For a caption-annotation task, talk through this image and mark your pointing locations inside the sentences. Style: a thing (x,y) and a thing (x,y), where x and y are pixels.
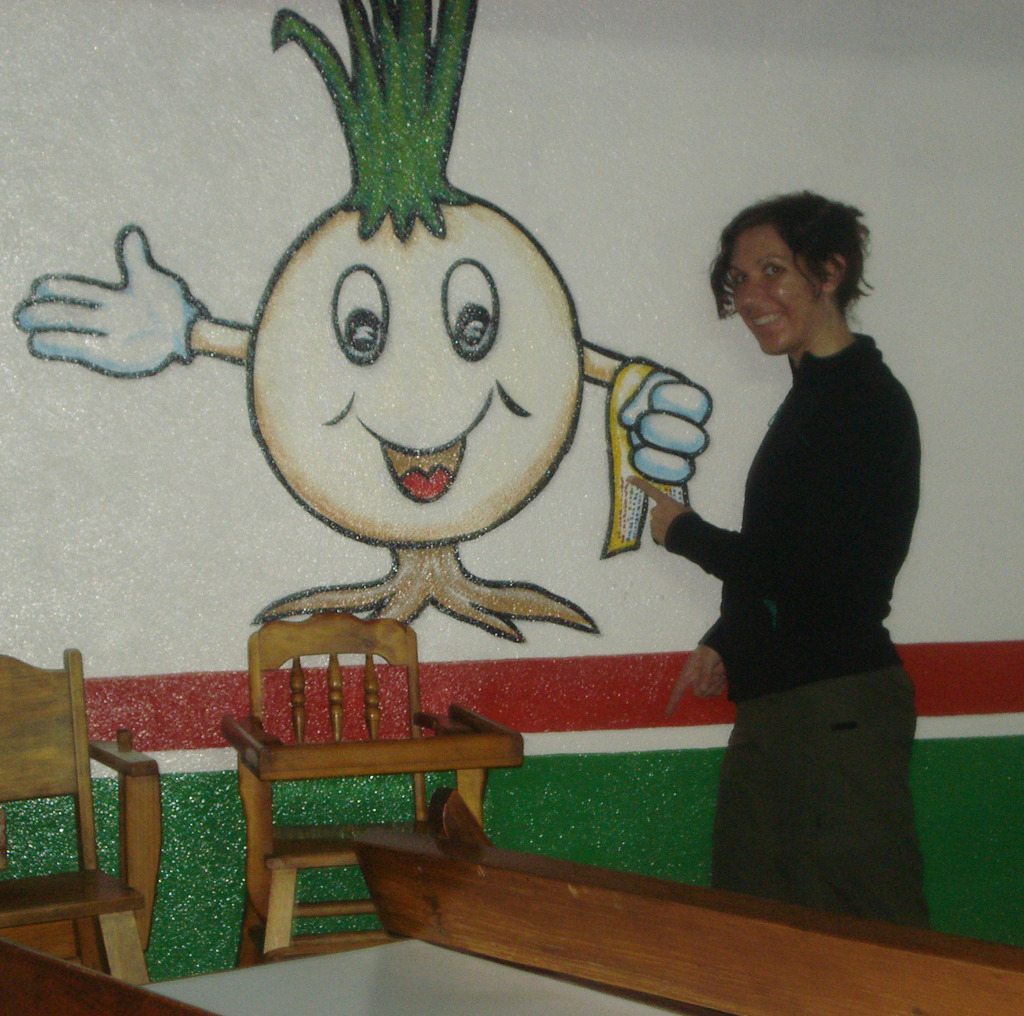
In this picture there is a woman (767,221) standing at the wall (591,293) and there is a drawing (399,74) on the wall (442,439).
